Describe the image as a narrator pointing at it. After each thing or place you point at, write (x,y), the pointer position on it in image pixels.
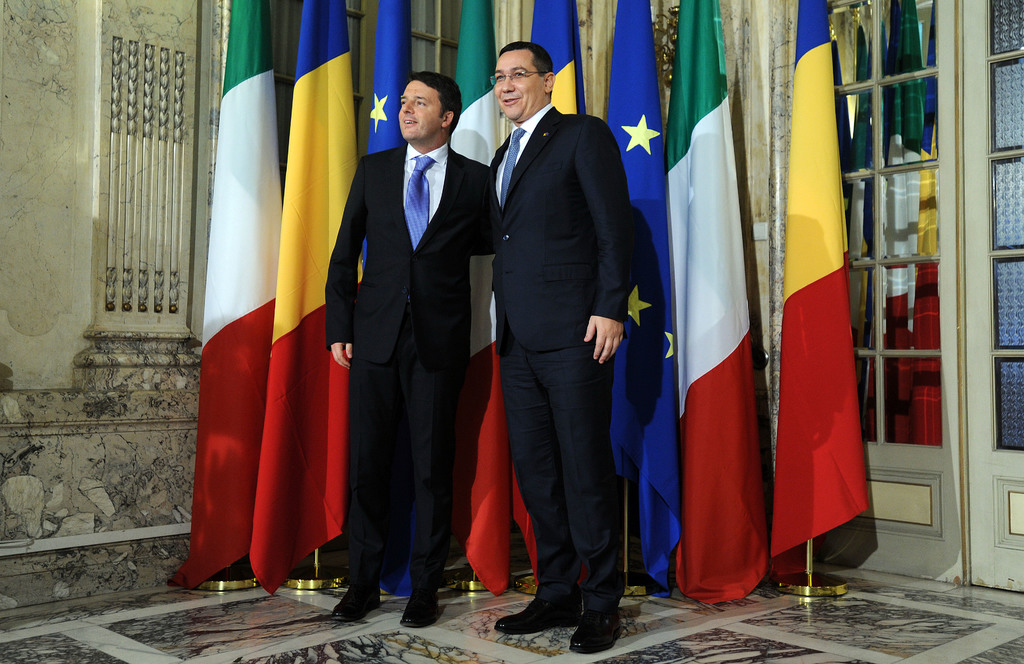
In this image we can see men (406,608) standing on the floor (472,634) and smiling. In the background (247,327) there are flags (253,203) to the flag posts (532,583), door (848,135) with mirrors (919,205) and wall (190,358).
